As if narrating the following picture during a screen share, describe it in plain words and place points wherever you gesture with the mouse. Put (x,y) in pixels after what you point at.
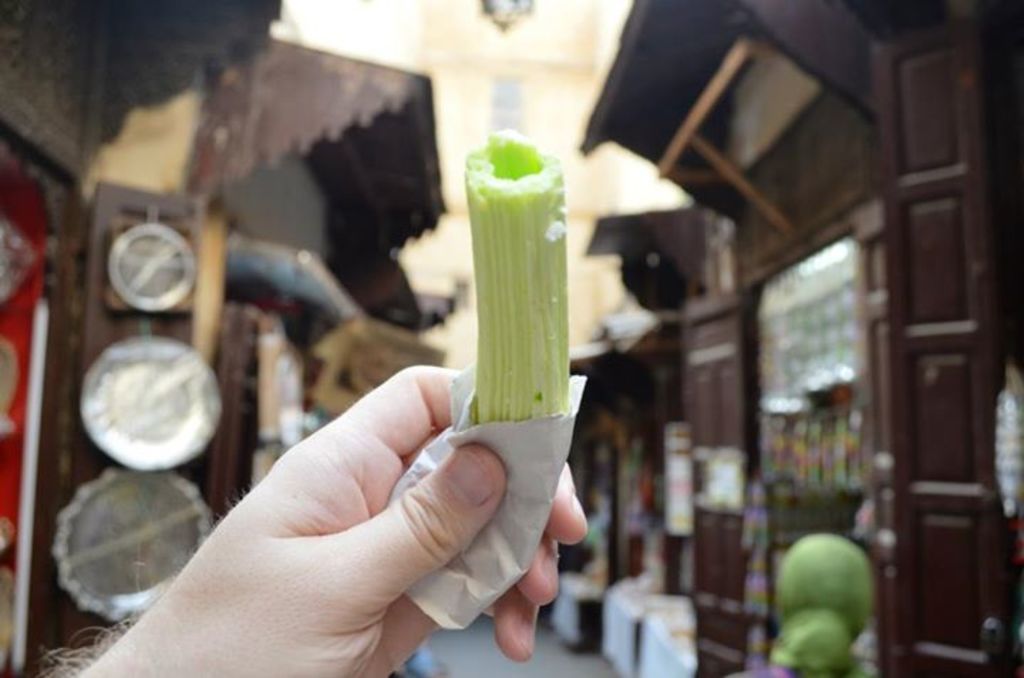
In this picture, there is a hand (339,511) at the bottom (352,555) and it is holding an object (519,317). In the background (293,104), there are houses (426,253) with stores (675,384).
